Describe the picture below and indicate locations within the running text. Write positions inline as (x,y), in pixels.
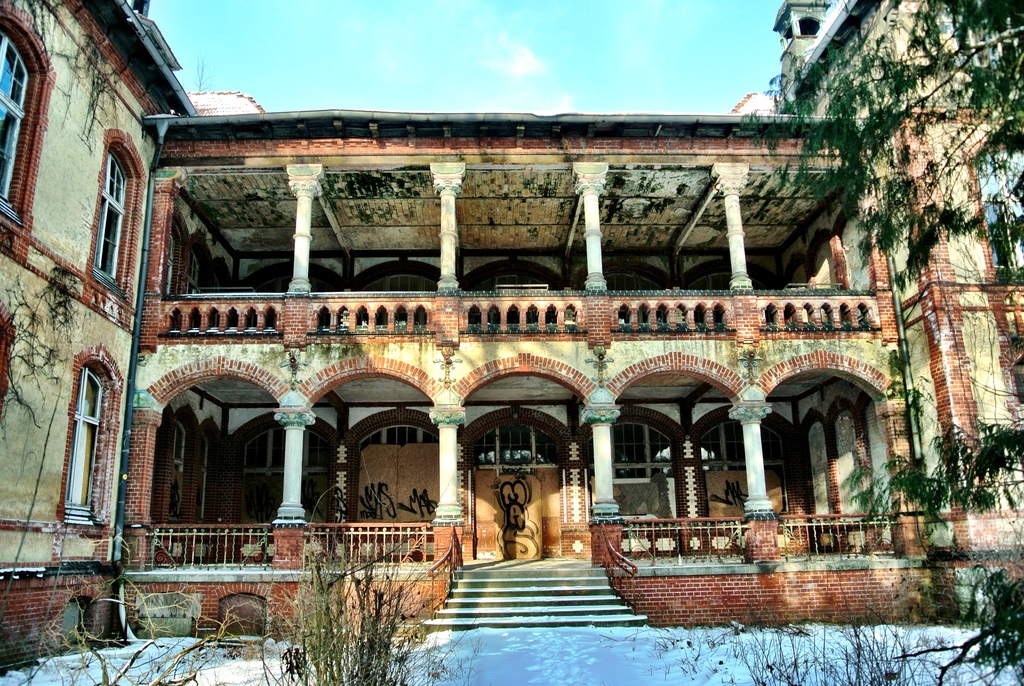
In this image I can see the building (438,260), windows (532,447), pillars (608,418), snow (522,642), stairs (553,604), trees (1011,232) and the sky (408,66).
